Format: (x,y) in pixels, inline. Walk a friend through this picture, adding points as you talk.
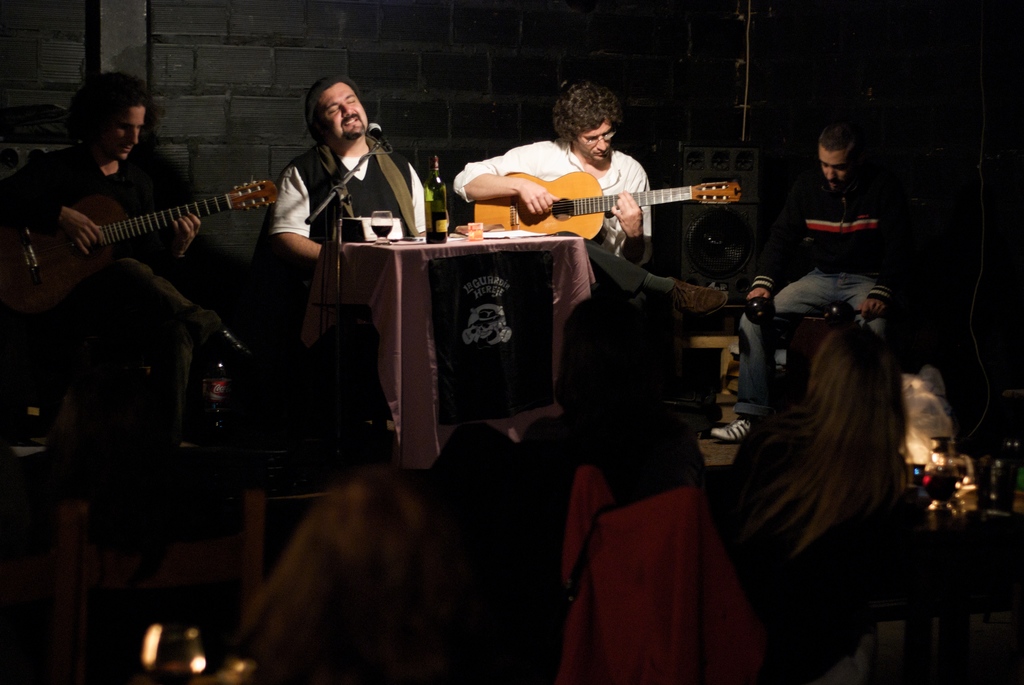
This image consist of many people (557,454). On the dais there are four persons (83,150) sitting and playing music. In the background (191,36), there is a wall (237,59) and speaker (718,157). On the dais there is a table (435,266) on which a bottle (434,232) and glass (390,221) are kept. At the bottom (458,583), there is crowd (303,593).
